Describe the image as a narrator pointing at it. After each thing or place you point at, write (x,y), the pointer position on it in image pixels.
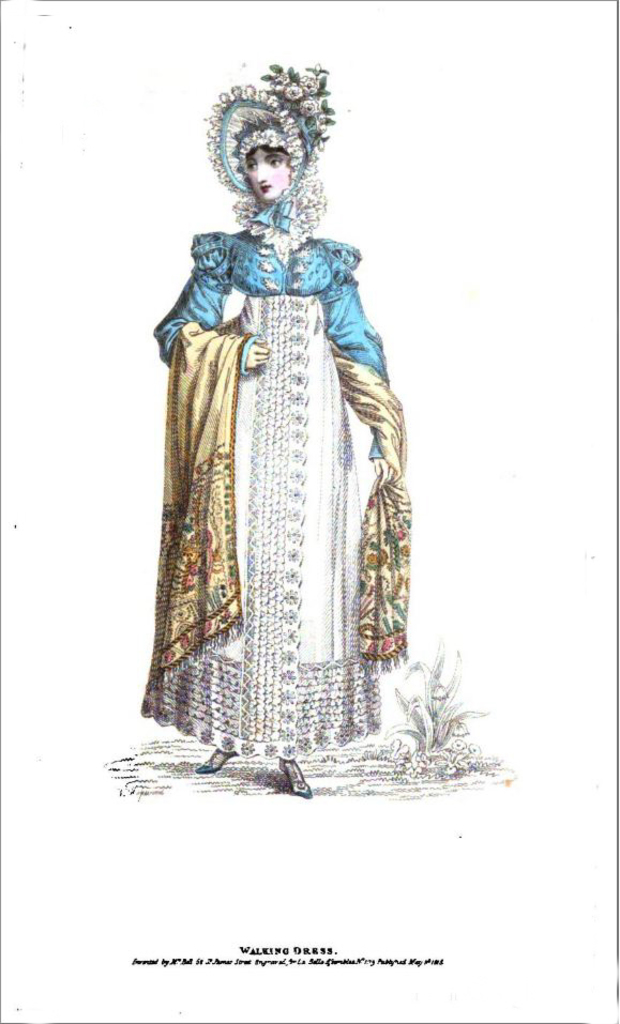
In this image there is a painting (287,406), there is a person (299,490) standing, there is a plant (420,697), there is text (285,949), the background of the image (238,940) is white in color.
